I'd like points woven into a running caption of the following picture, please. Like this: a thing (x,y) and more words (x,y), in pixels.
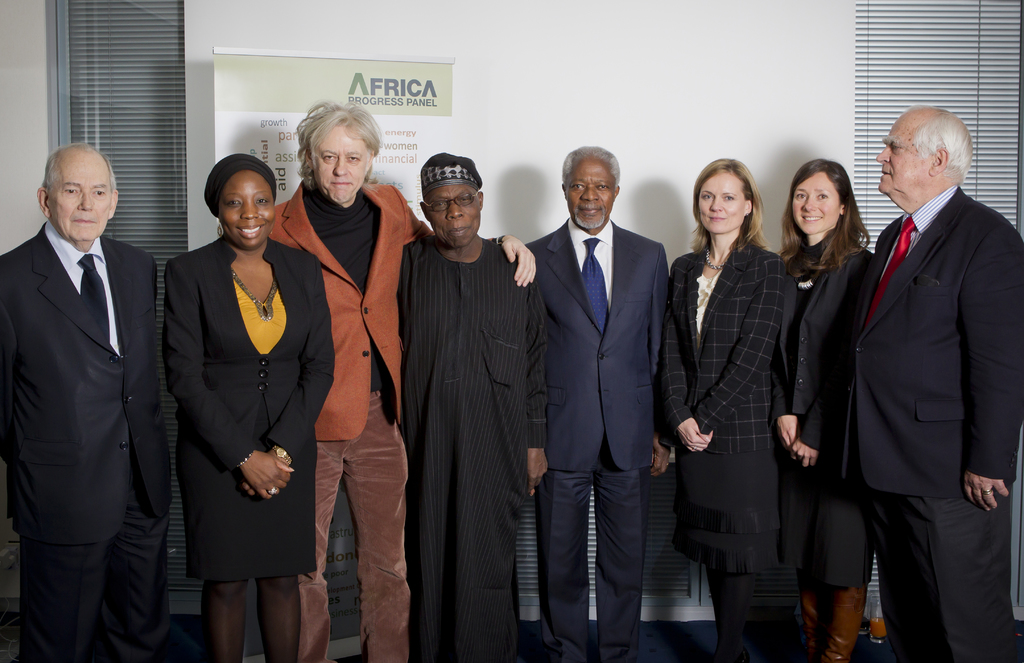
In this image we can see group of persons (431,403) standing on the floor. In the background (785,123) we can see curtain (116,78), windows (166,91), advertisement (447,101) and wall (640,106).
